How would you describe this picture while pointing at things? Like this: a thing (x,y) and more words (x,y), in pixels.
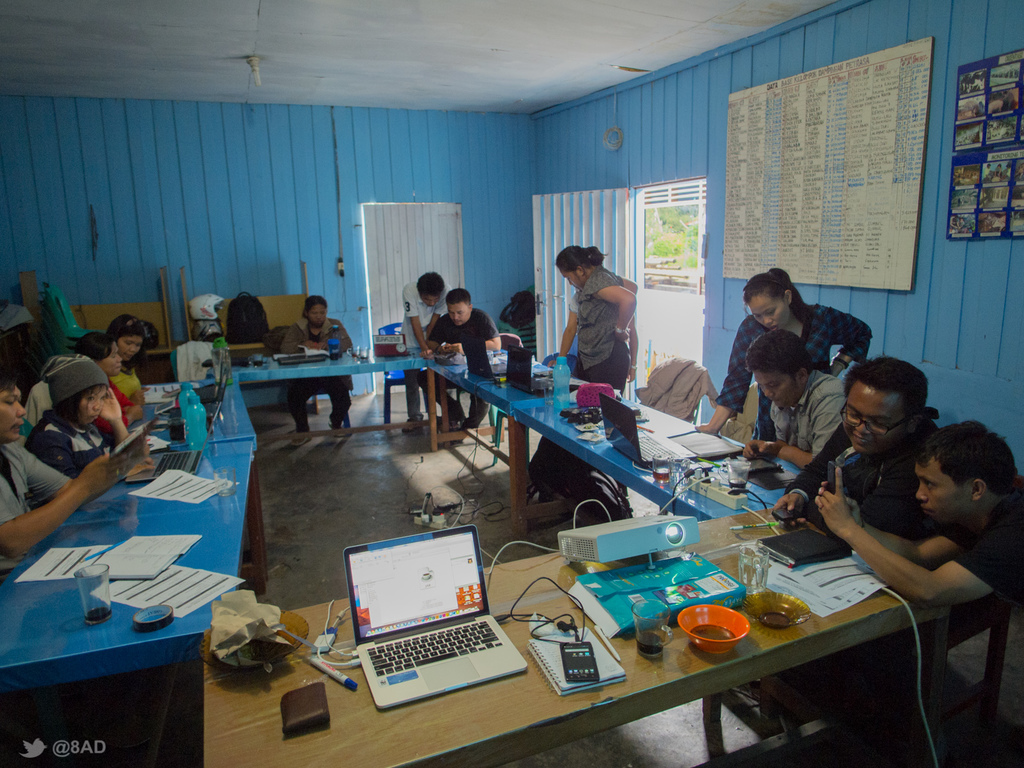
On the left (61,360) i can see the group of persons (104,386) were sitting on the chair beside the table (239,413). On the table (240,394) i can see the projector machine (635,554), laptops (347,582), mobile phones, papers (866,575), bowl (687,630), cup (764,554), covers (695,600), sketch pen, water bottles (219,362), tables (118,625), sockets (723,485), water glass (734,475), cloth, book (690,445), files (676,435), diary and other objects (292,692). On the right (834,335) there is a woman (780,304) who is standing near to the wall (928,334). Beside that i can see the board (862,197) and photo frame (962,116). Beside her there is another woman (614,319) who is standing near to the door (643,276). Through the door (673,287) i can see the fencing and trees (690,254). In the bottom left corner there is a watermark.
